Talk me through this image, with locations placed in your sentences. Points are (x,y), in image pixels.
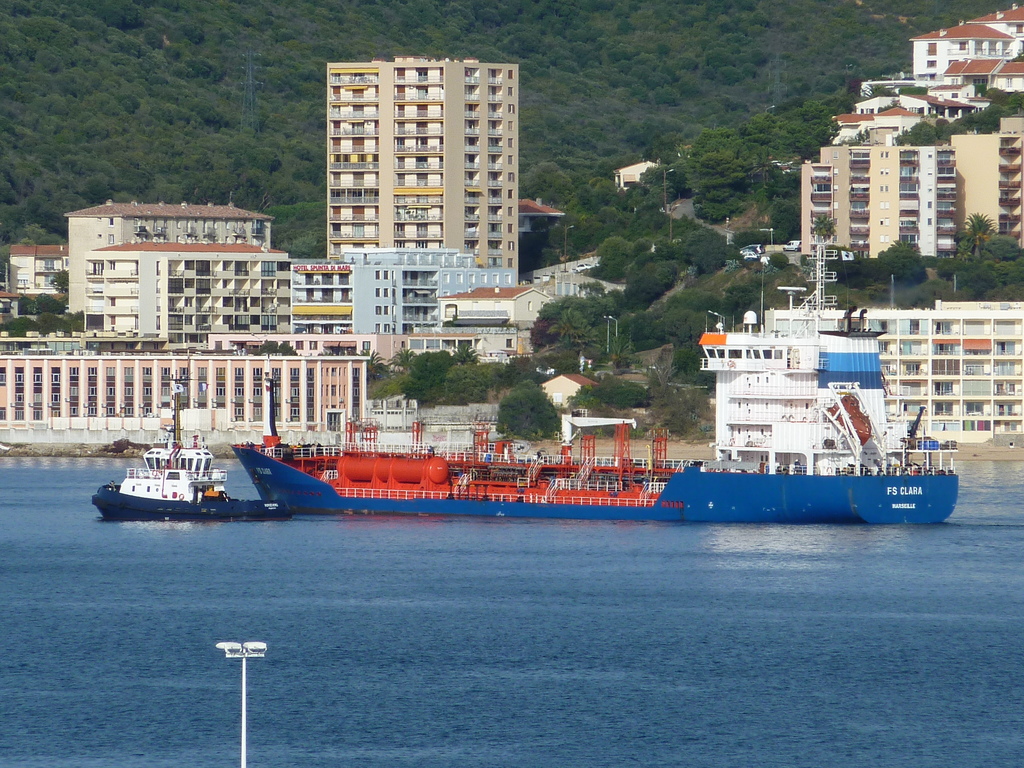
There is a ship (387,480) and a boat (182,481) on the water (379,559). In the background (231,224) there are many buildings (391,303) and trees (643,194).
